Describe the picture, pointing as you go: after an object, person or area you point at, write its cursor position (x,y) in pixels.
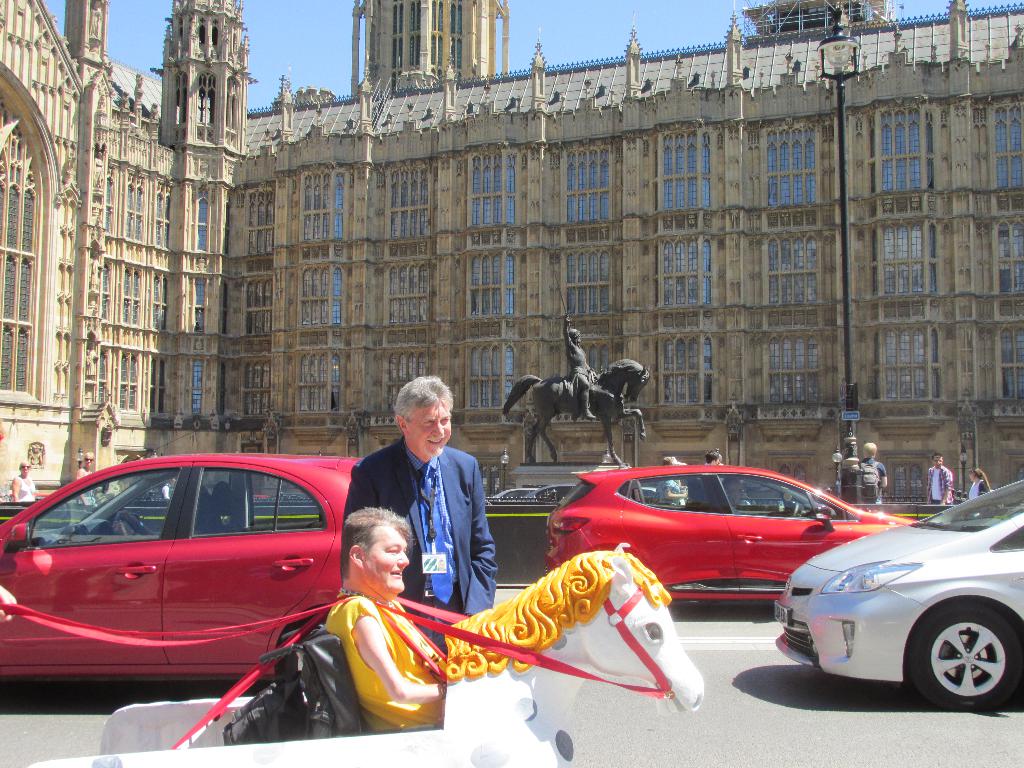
The image is taken on the road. In the center of the image (435,488) there is a man (427,574) standing. There are cars (770,564). In the background (619,460) there is a statue (553,410), building (541,285), and a sky (520,19).
